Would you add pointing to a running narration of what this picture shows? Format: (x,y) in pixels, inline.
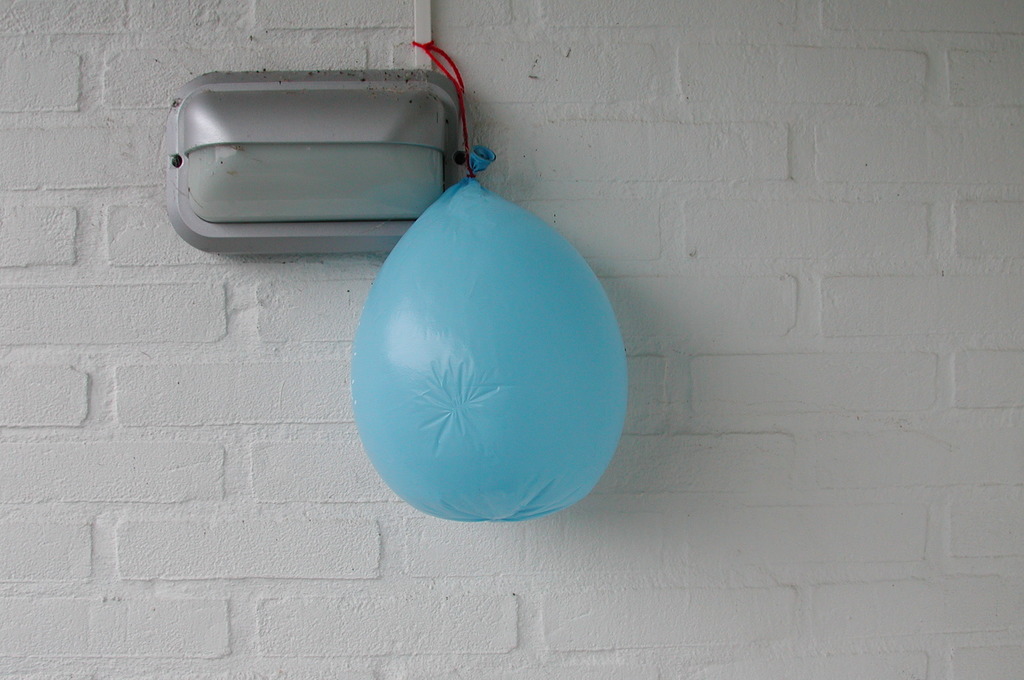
In this image there is a balloon (418,245) tied to a pipe (422,34) and there is a box (218,126) attached to the wall (246,538).
